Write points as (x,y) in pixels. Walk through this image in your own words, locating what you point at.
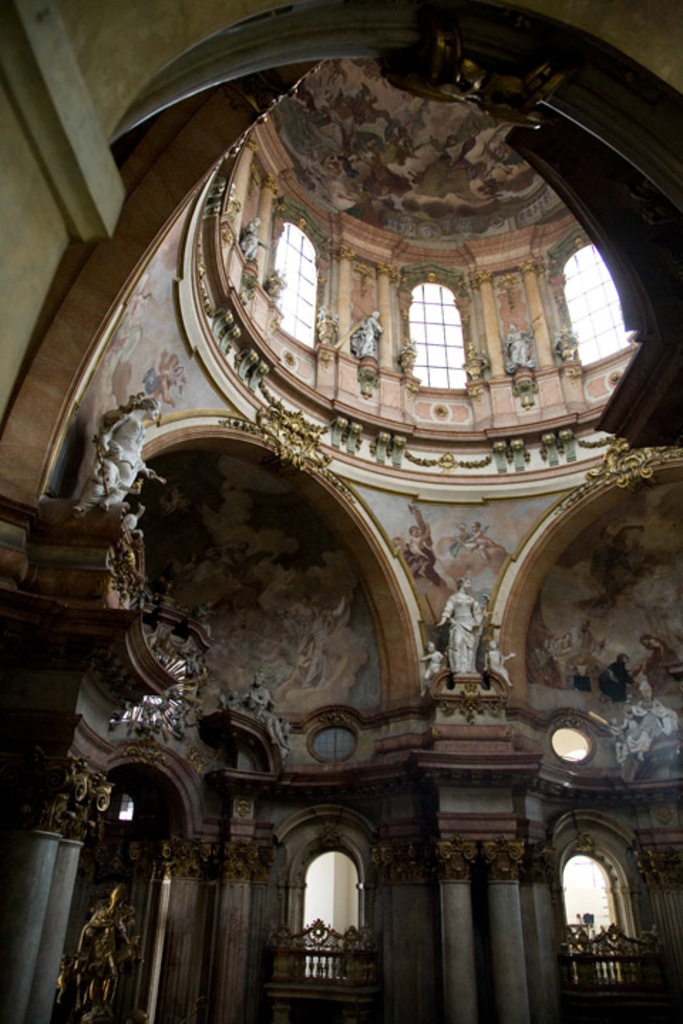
This is an inner view of a building (307,539), in this we can see the pillars (62,941), sculptures (466,662), windows (594,361), at the top (488,133) there is a roof (421,133).
